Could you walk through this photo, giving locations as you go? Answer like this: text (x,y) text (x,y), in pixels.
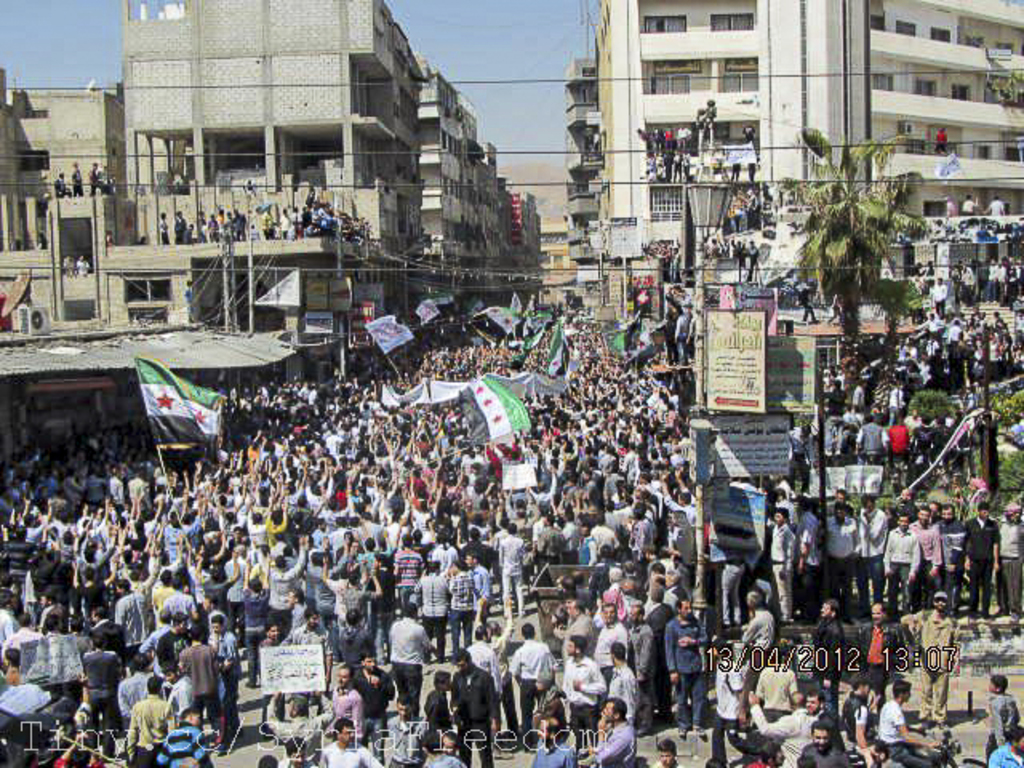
There is a huge crowd (579,349) protesting against something, they are carrying some posters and flags (479,400) along with them on the road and around the people (437,501) there are lot of buildings (381,156) beside the road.
